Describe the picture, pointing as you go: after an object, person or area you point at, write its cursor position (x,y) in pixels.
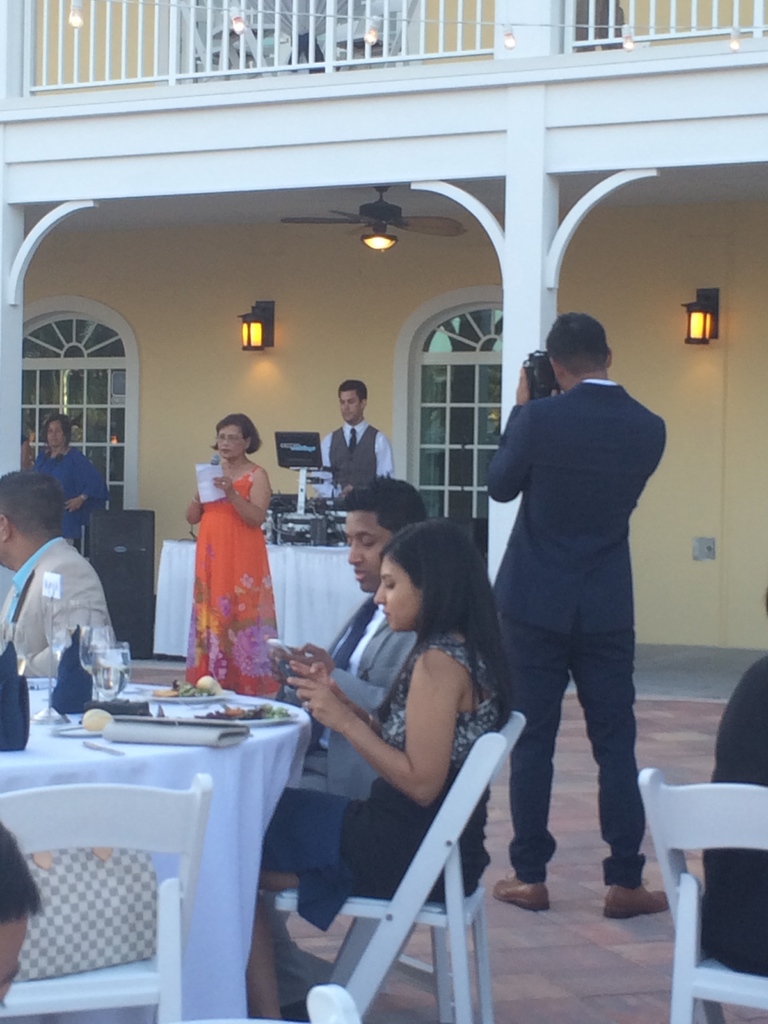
In this picture we can see some persons (267,958) are sitting on the chairs (456,823). This is table (78,777). On the table (50,760) there are glasses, plates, and some food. Here we can see some persons (561,621) are standing on the floor (652,764). On the background (352,310) there is a wall (753,566) and these are the lights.
